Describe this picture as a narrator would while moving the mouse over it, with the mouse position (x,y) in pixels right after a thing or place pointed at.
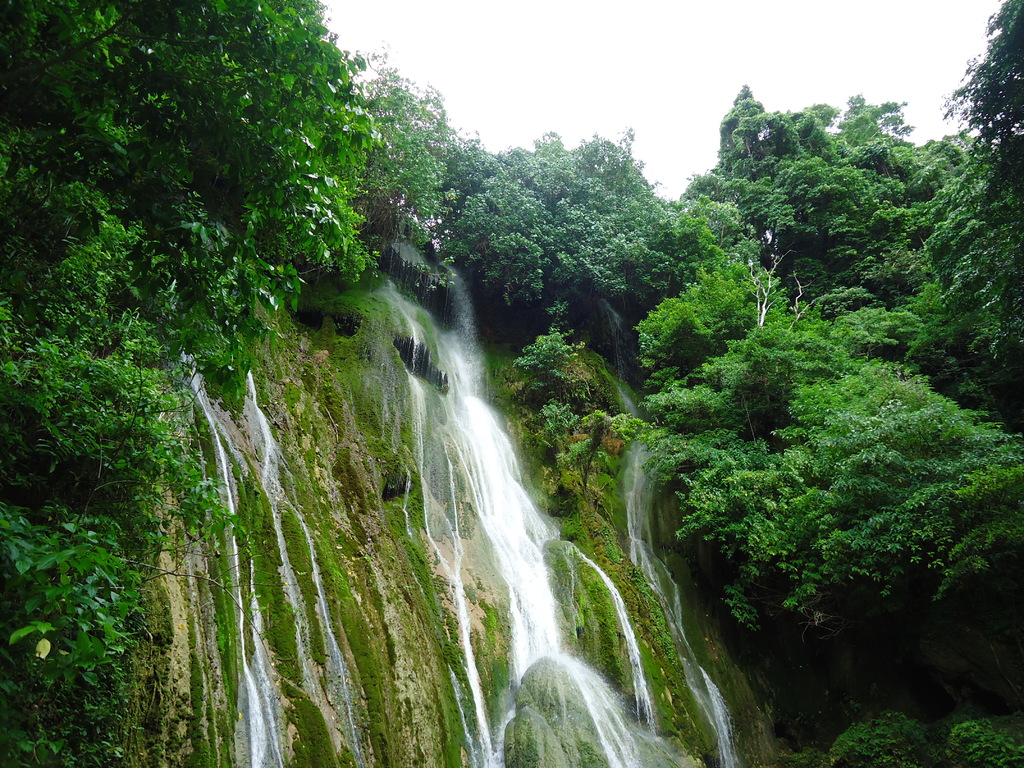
This is the picture of beautiful location (462,141). Here we can see the waterfall (538,581) surrounded with many trees (449,206). And on the background (663,61) there is a sky (671,108).
